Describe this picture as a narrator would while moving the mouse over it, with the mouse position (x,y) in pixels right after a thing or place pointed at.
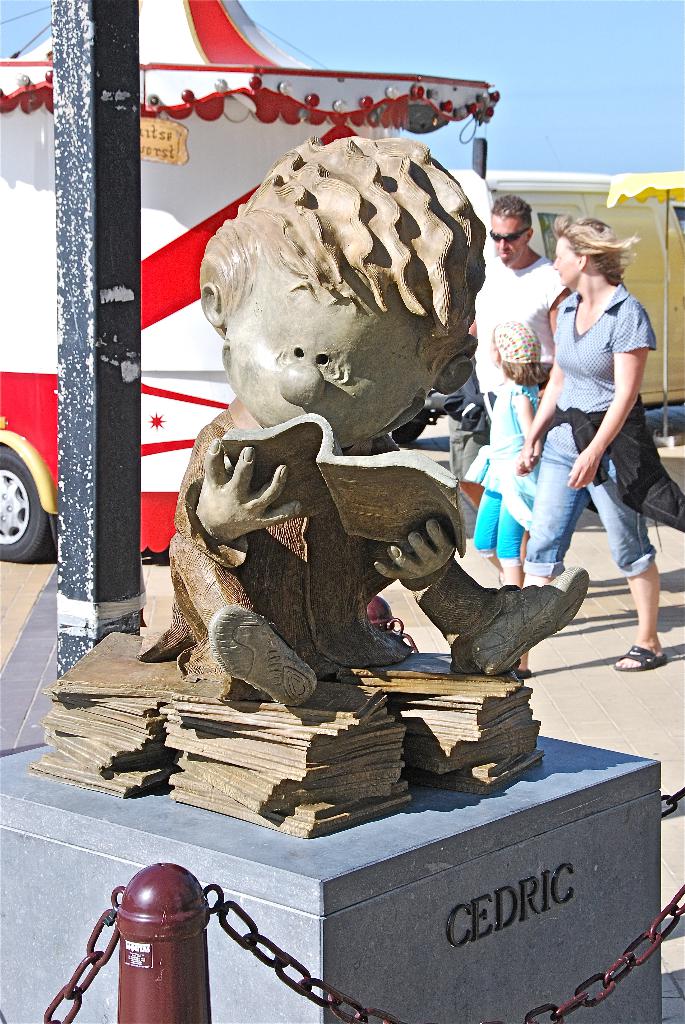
In the center of the image (292,458) there is a pole (85,376) and statue (303,480). In the background (52,369) we can see vehicles (45,136), persons (453,406) and sky (533,110).
